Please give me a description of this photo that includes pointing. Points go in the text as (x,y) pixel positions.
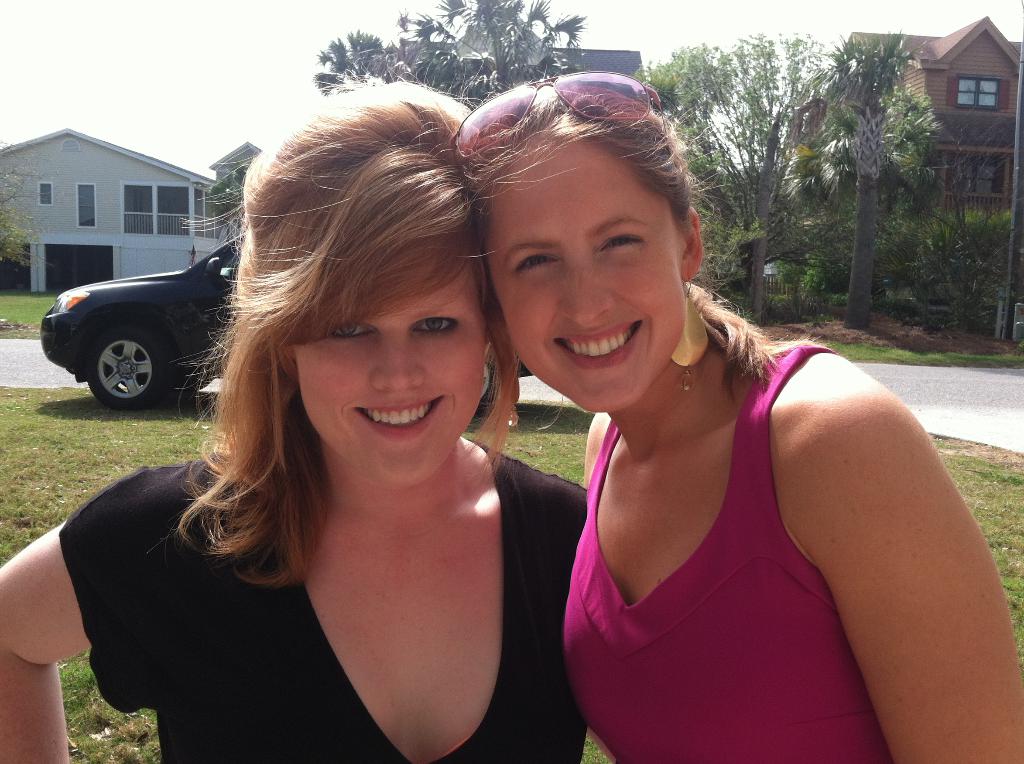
In the front of the image (415,457) I can see two women (431,507) are smiling. In the background of the image (107,333) there is a vehicle (114,317), grass (109,432), houses (210,186), trees (896,102) and sky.
